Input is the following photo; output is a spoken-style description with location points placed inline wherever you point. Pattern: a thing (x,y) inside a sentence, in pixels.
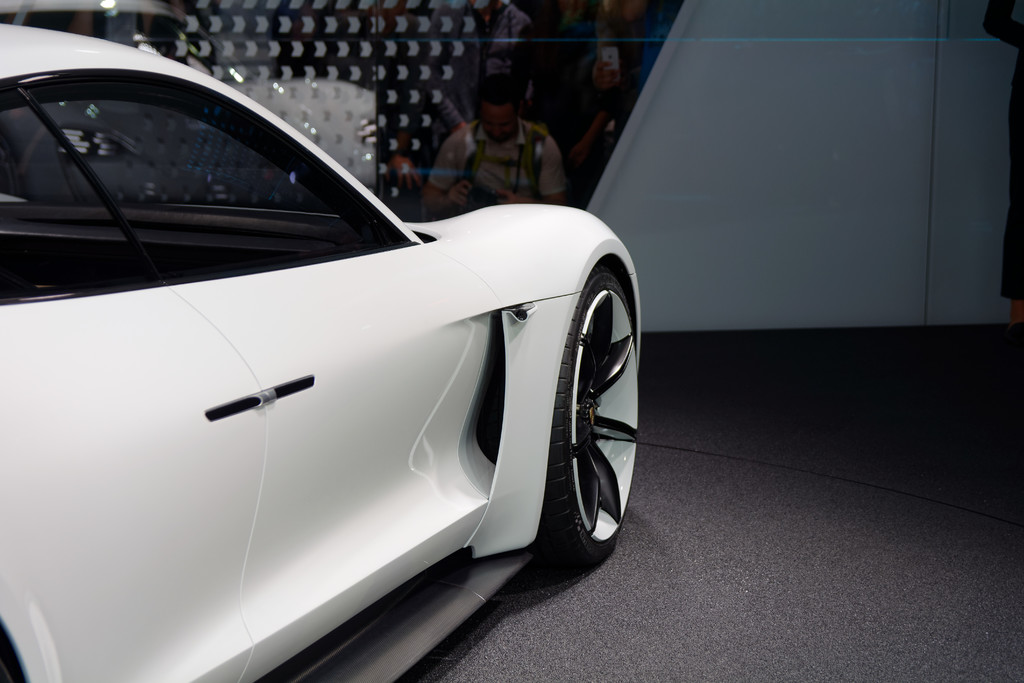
In this picture we can see white color car (198,172). Here we can see a man (478,180) sitting near to the wall (420,49).
